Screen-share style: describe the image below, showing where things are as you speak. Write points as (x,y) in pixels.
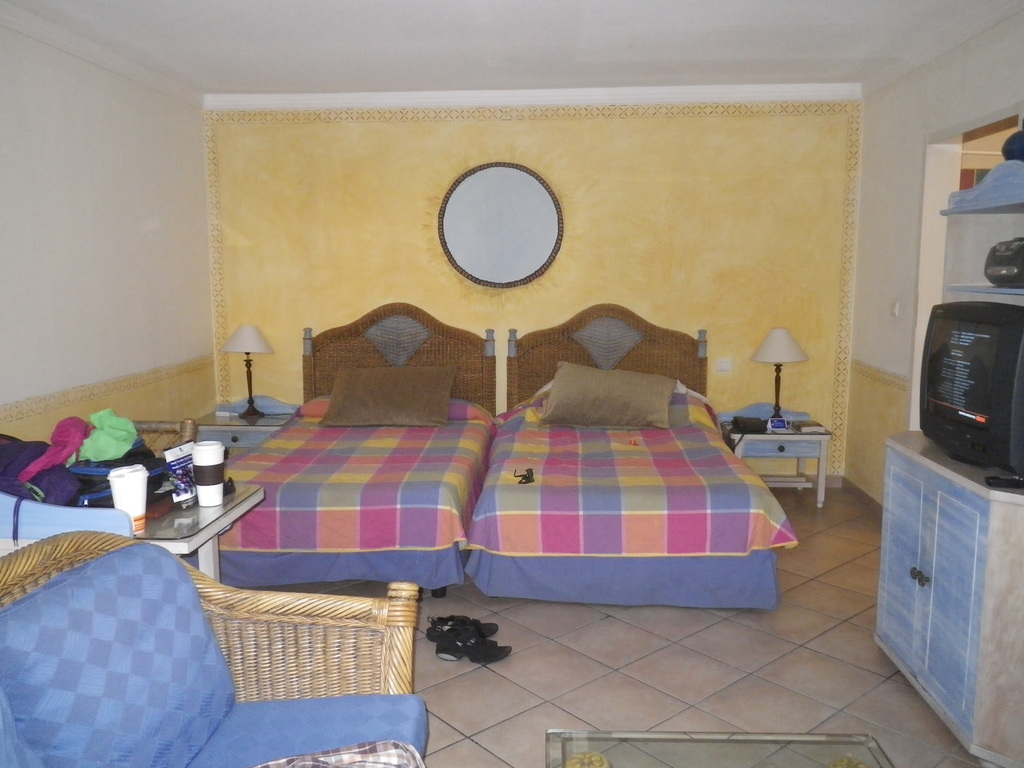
This picture is clicked inside the room (458,491). At the bottom of the picture (249,679), we see sofa chairs (298,682) on which blue cushion (164,650) is placed. Beside that, we see a table (204,531) on which glasses (145,498), clothes (115,448) and bags (124,460) are placed. Beside that, we see two beds (395,453) and pillows (438,416). On either side of the beds (350,443), we see a table (289,414) on which lamp (245,410) is placed. Behind that, we see a wall (394,246) in yellow color. On the right side (907,469), we see a table (955,464) on which television (976,381) is placed. Behind that, we see a white wall (932,303).
